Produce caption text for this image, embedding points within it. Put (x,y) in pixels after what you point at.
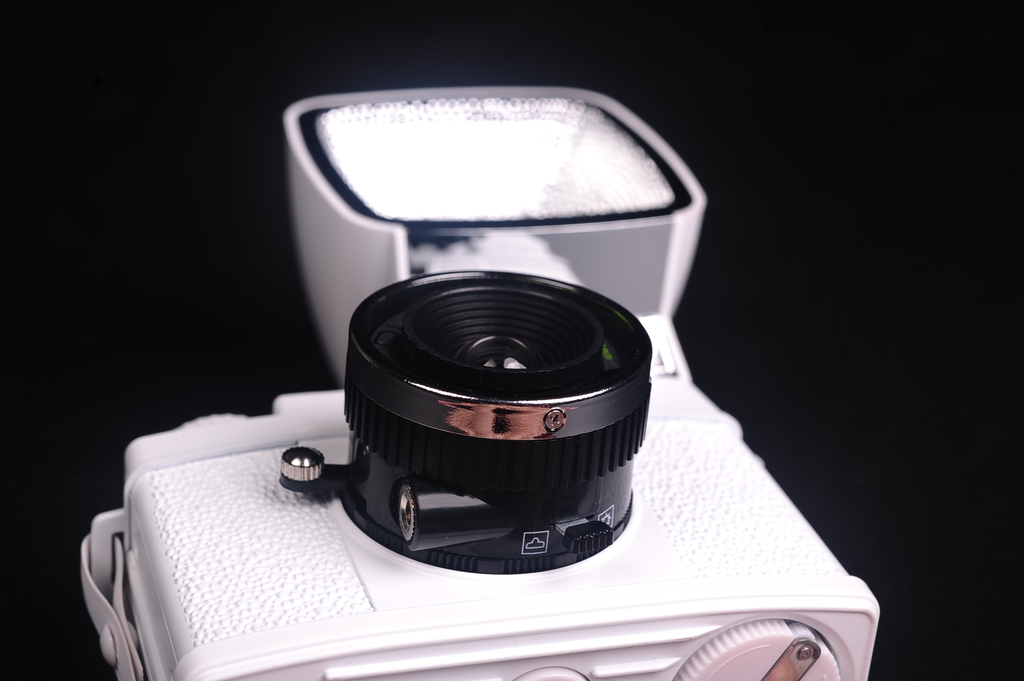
In this picture we can see a camera (419,544) and in the background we can see it is dark.
